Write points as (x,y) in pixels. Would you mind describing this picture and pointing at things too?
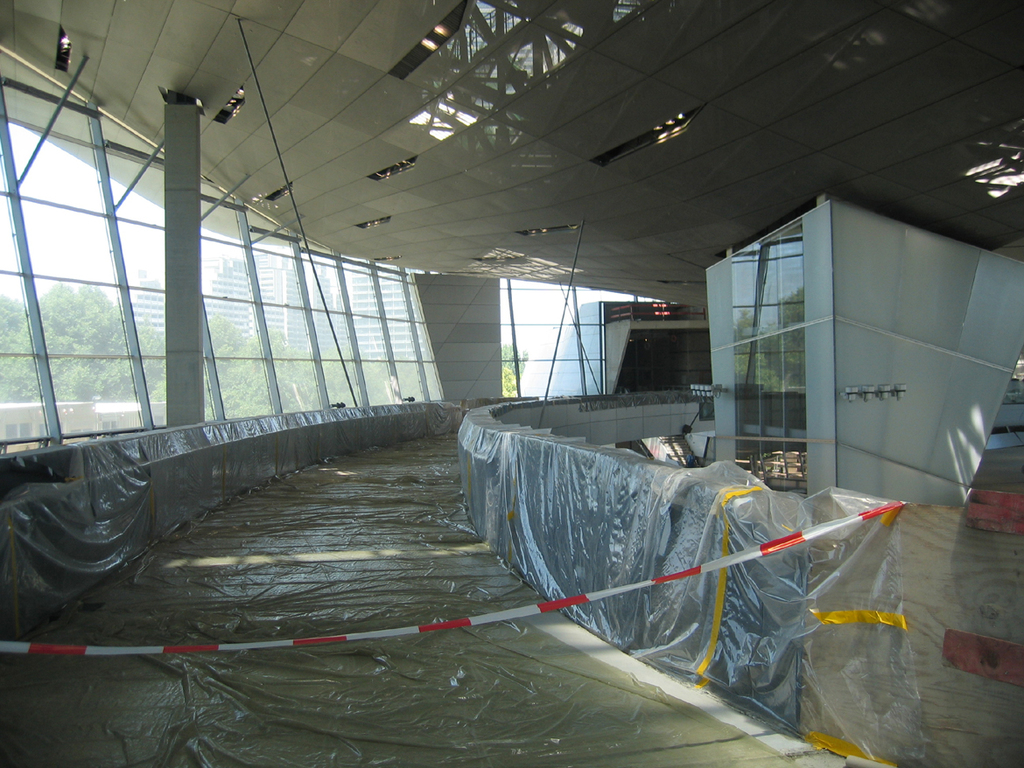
Here in this picture we can see the floor (312,494) is fully covered with plastic covers (382,457) over there and we can see a glass wall (270,237) present all over there, through which we can see trees (109,379) and plants (230,350) present in the far and we can see pillar (171,378) present and we can see lights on the roof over there.
